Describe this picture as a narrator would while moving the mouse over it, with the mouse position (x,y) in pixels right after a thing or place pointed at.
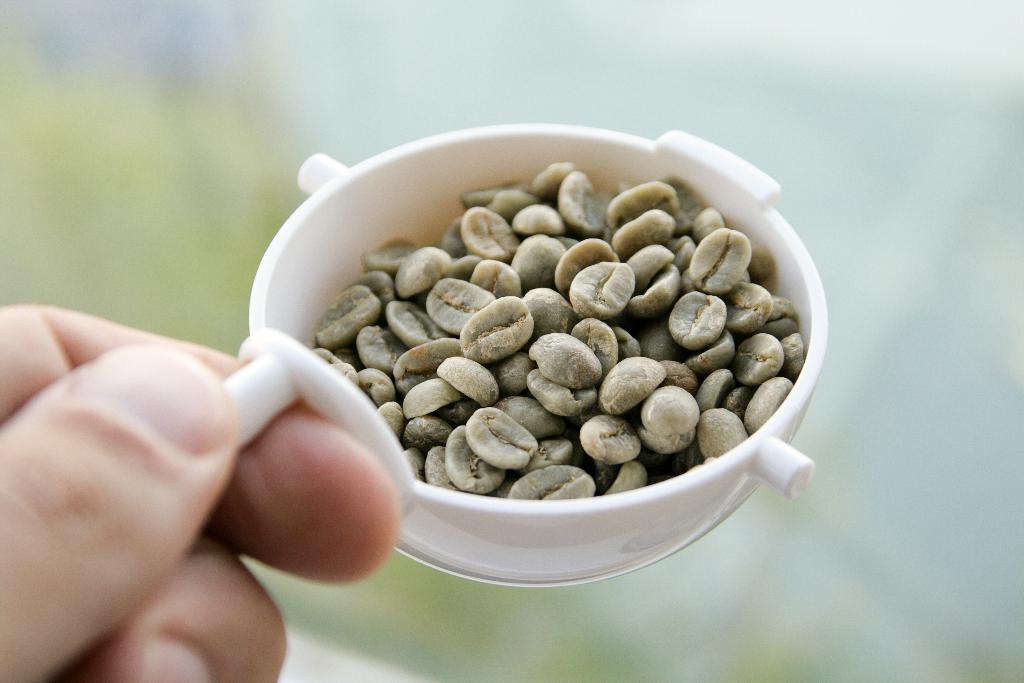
In this image I can see a person (228,539) holding a bowl (530,578). I can see few seeds (619,314) in the bowl (514,394).
